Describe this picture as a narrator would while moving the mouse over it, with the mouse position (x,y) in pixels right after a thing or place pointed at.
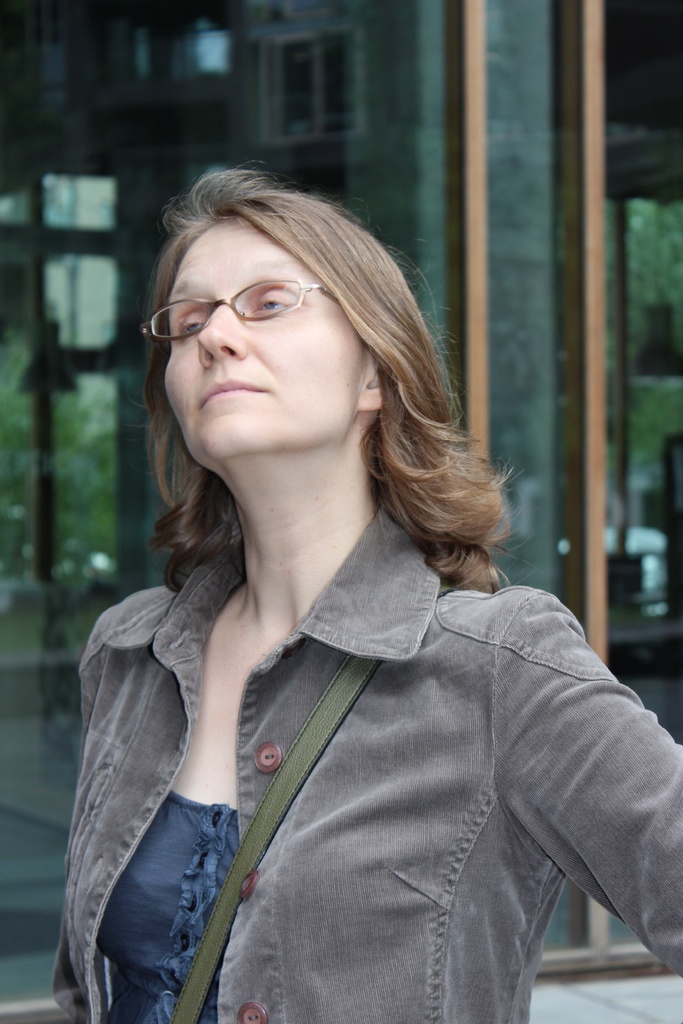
In this image I can see a beautiful woman (429,687) is there, she wore coat (504,759), spectacles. Behind her there are glass walls (302,164).
